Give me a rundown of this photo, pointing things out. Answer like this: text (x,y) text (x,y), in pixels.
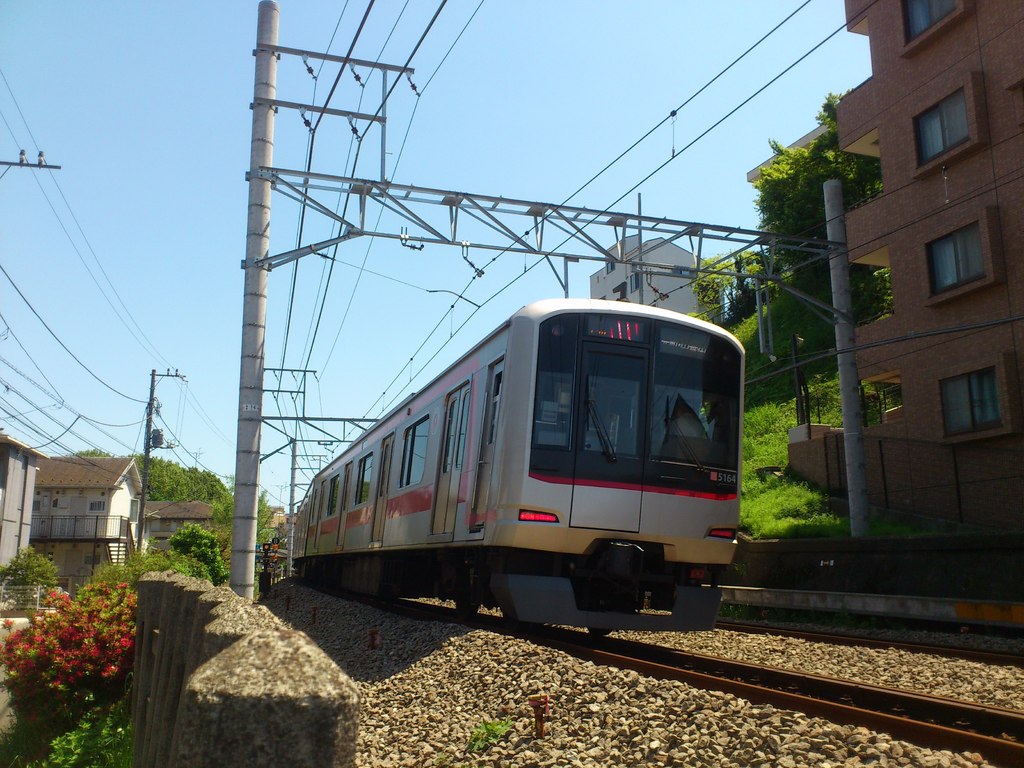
In this image we can see few buildings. There is a train (546,388) in the image. There are few poles (304,387) and cables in the image. There are few flowers (121,631) to a plant (112,650) at the left side of the image (104,661). We can see the sky (647,115) in the image.
